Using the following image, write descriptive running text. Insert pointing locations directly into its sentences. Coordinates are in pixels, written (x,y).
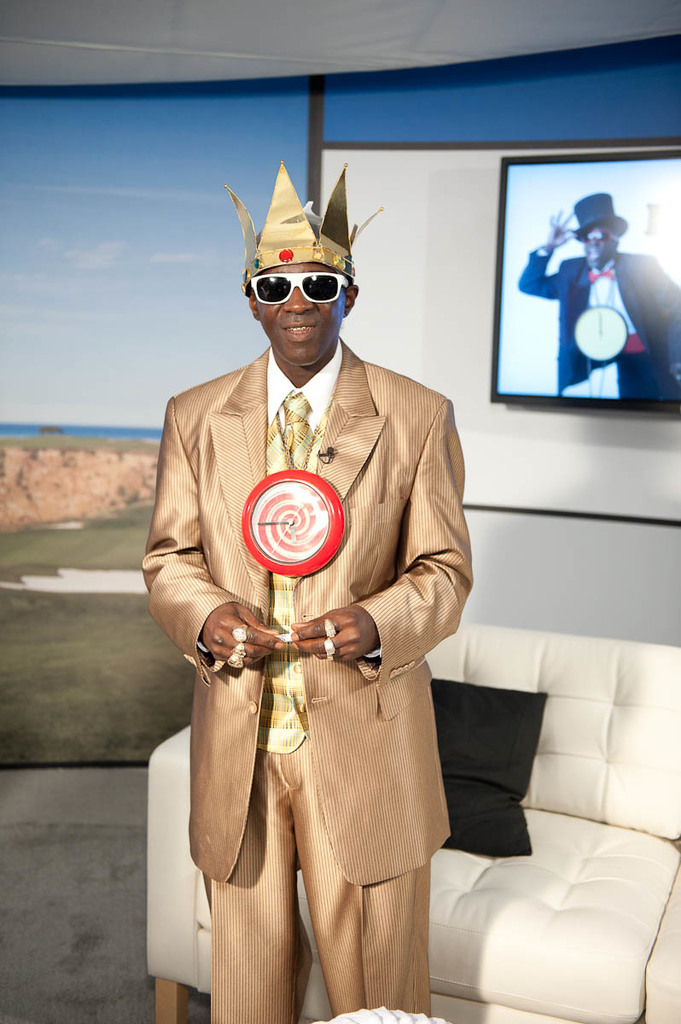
In this picture I can see there is man (445,480) standing here and he is wearing a blazer (249,766) and finger rings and he is wearing a crown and a clock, there is a couch (572,817) and there is a pillow (463,815) on the couch (594,733). In the backdrop (669,489) there is a wall (354,194) with a photo frame (529,274) on the wall (478,337). There is a wall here with a poster (137,347), it has a mountain (51,466), ocean (134,432) and sky (89,393) is clear.
